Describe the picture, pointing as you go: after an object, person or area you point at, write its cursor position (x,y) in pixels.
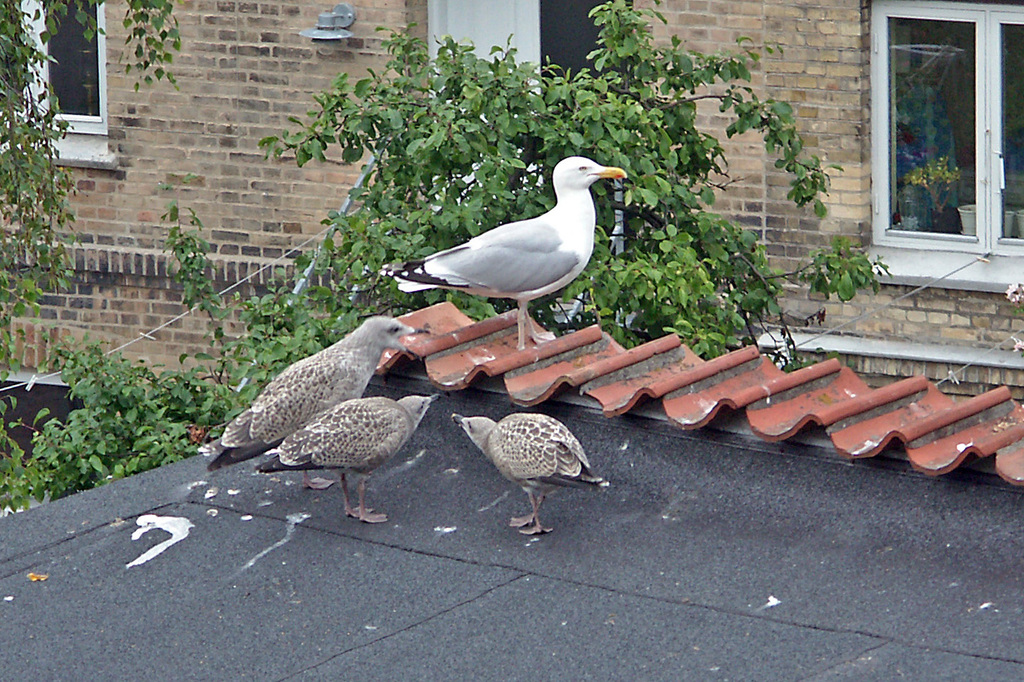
We can see birds (513,235) on surface (300,509) and we can see leaves (318,286). Background (276,69) we can see wall (255,72) and windows (891,111).
